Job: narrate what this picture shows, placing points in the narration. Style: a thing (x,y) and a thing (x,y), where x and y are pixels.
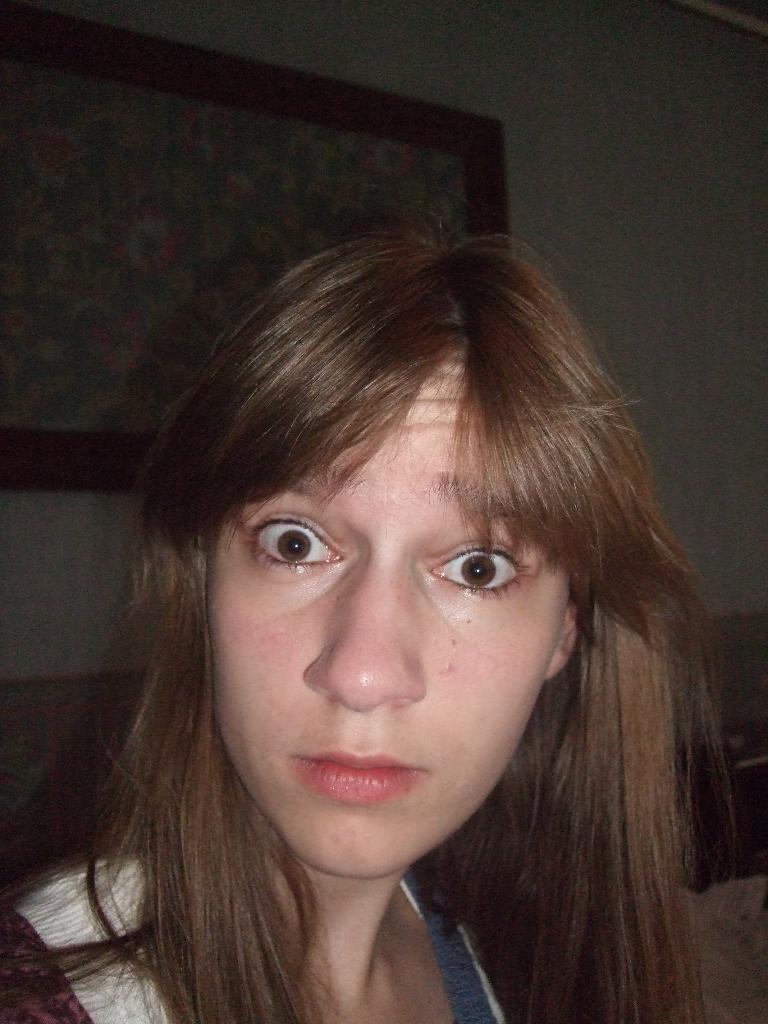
In this image we can see a lady (404,705). In the background (617,115) there is a wall (692,450) and we can see a frame (112,442) placed on the wall (613,104).
